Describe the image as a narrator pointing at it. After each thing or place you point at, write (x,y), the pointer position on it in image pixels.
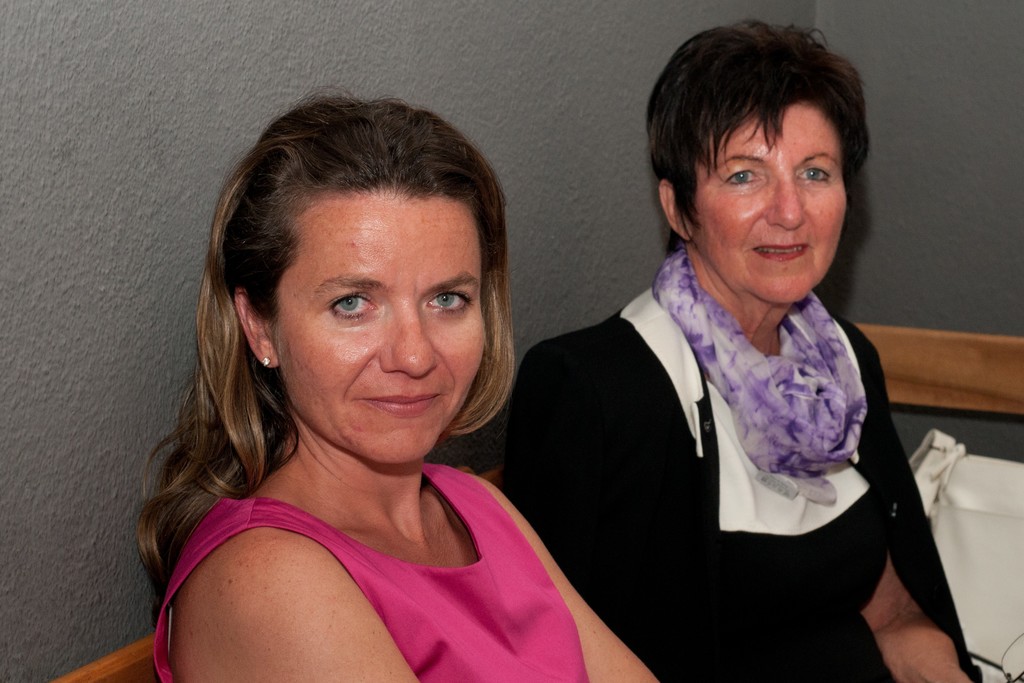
In this picture we can see two women (251,464) sitting and smiling, white bag (946,470) and in the background (906,413) we can see the wall (343,46).
